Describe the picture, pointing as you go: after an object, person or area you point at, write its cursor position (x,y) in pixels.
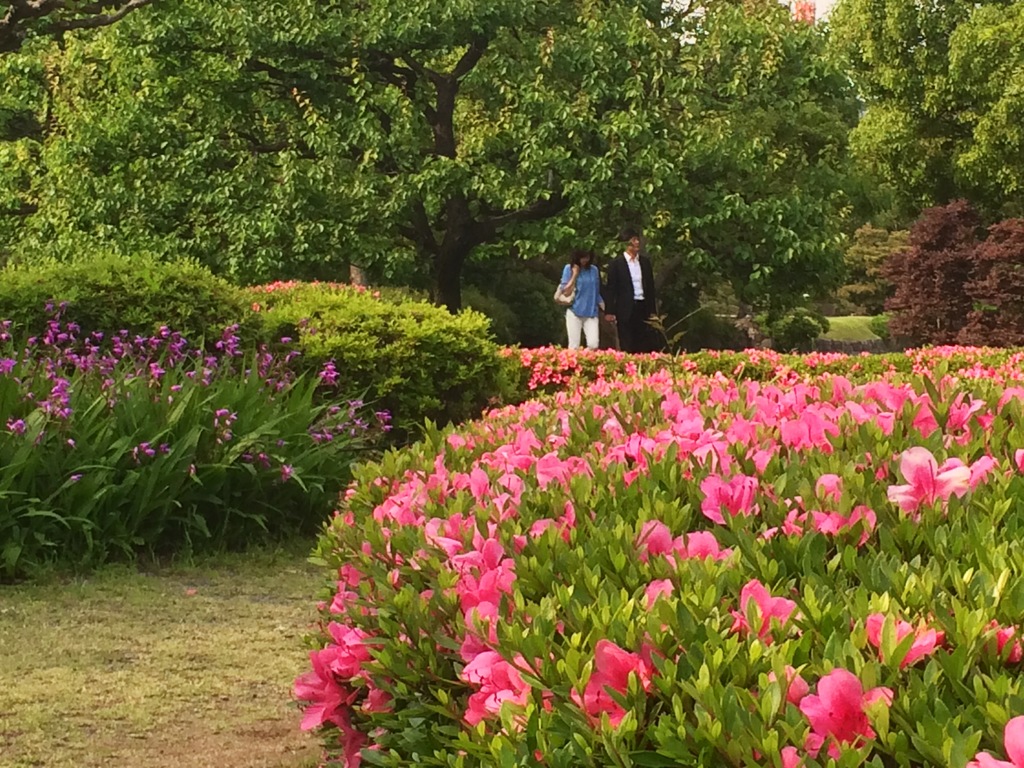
In this picture, we can see a few people (593,292), and among them a person (581,299) is carrying a bag (566,301), we can see the ground (207,634) with grass (221,557), plants (326,520), flowers (813,393), and trees (487,216).
